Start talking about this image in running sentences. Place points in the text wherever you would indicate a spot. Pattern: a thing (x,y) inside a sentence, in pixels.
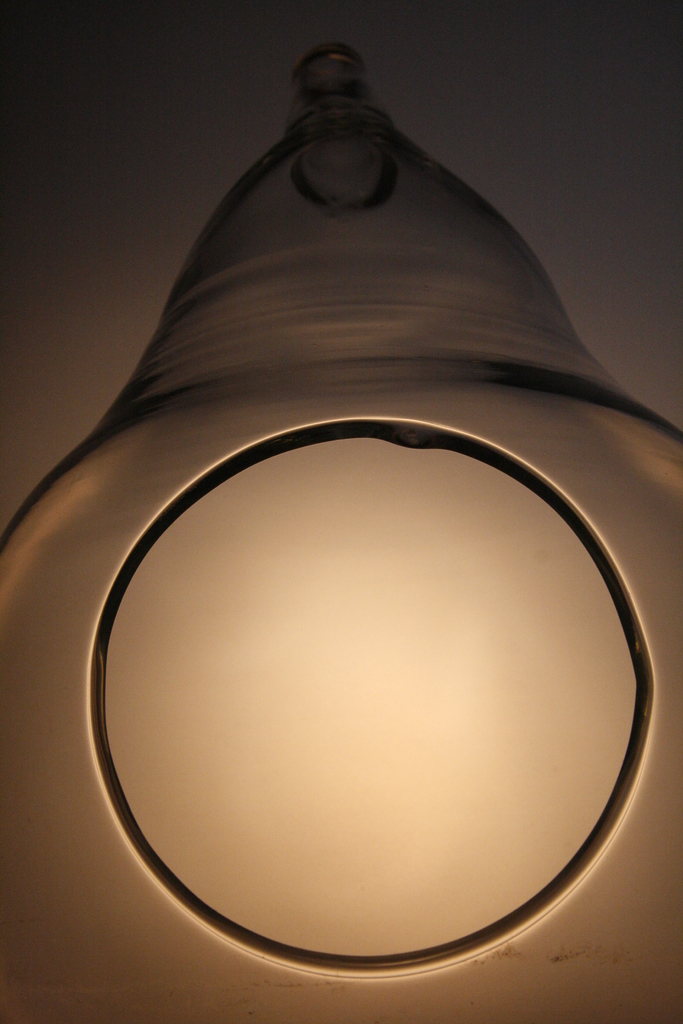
In this picture there is a light (405,605) which is in circle shape and there is an object (240,205) above it.
